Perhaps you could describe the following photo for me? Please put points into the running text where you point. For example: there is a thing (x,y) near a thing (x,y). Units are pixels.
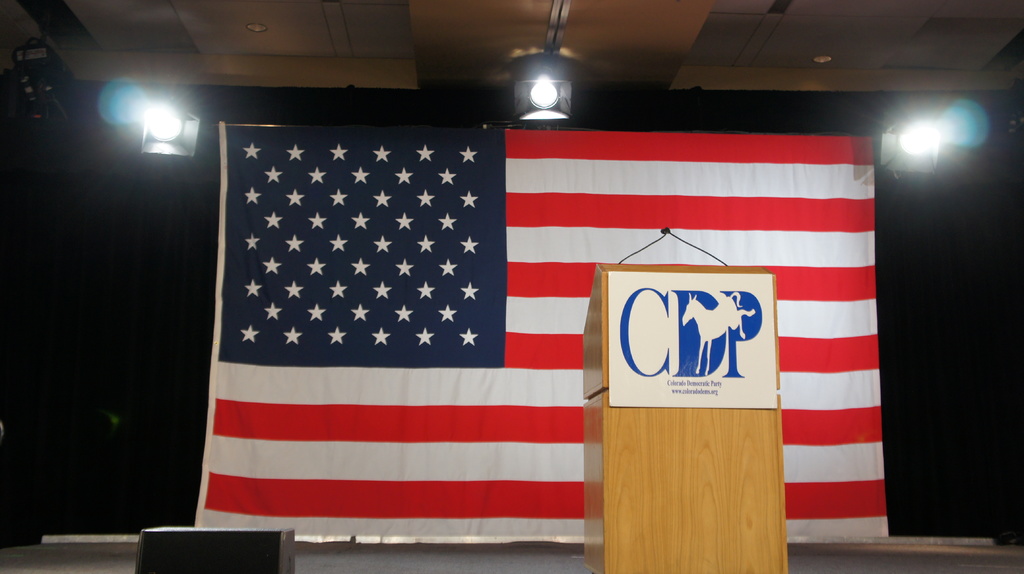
This image is taken indoors. At the top of the image (326,43) there is a ceiling (911,61) and there are a few lights (142,115). In the background (566,231) there is a flag (410,420). At the bottom of the image (368,571) there is a dais (77,572) and there is a speaker box (228,552). In the middle of the image (682,304) there is a podium (660,485) with a mic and there is a board (670,356) with a text (721,352) on it.
